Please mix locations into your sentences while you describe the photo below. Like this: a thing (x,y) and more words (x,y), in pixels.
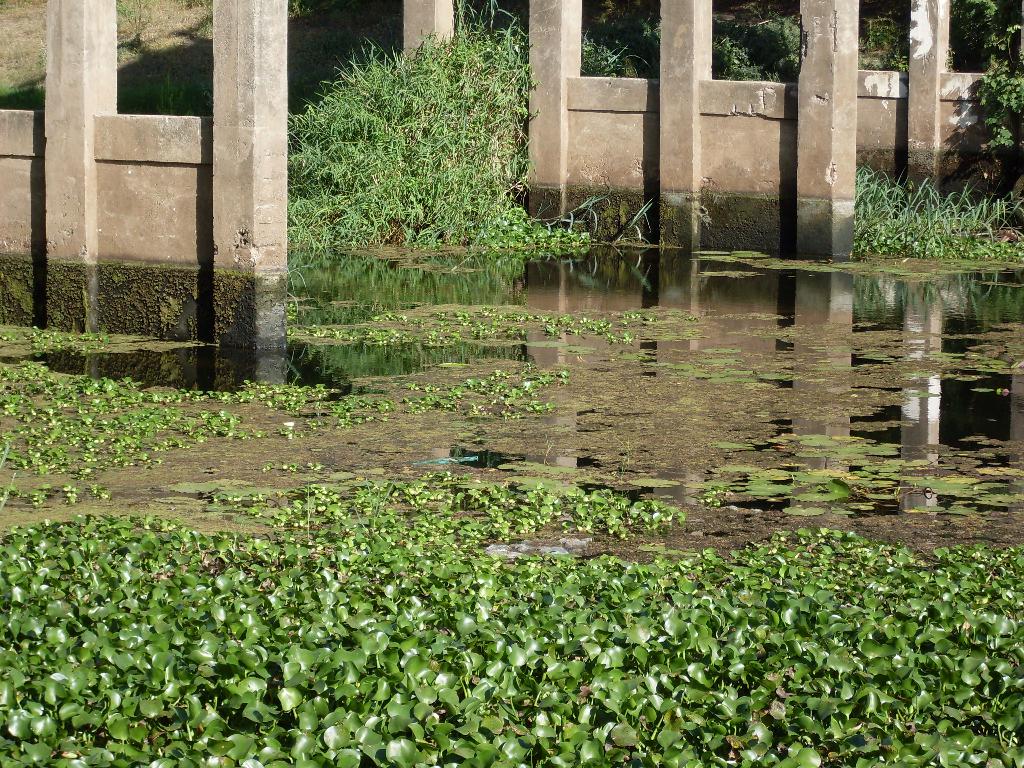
There are lotus plants (767,475) and other plants (924,684) in the water (588,475), near pillars (72,101). In the background (422,154), there is a grass (177,16) and plants (1006,34) on the ground (197,12).
